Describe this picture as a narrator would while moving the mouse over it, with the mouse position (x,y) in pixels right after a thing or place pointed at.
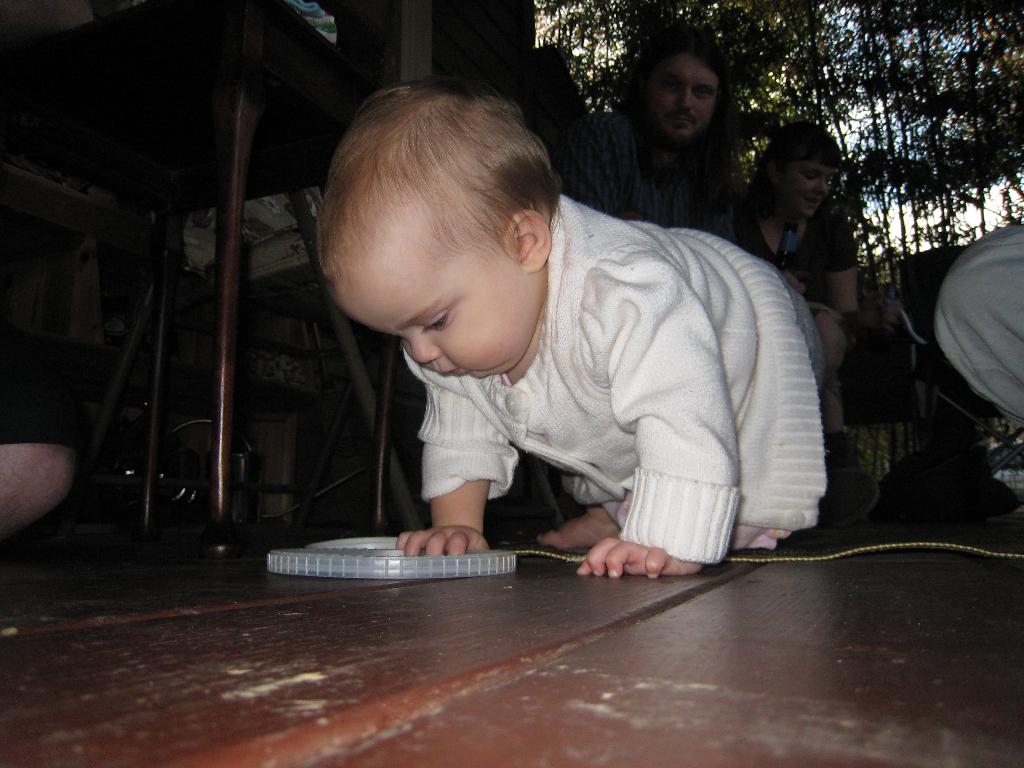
In the center of the image (556,334), we can see a baby (505,463) holding an object (424,566) and in the background (716,137), there is a man (728,170) and a lady (824,342) and we can see trees (878,246) and there are rods (222,380) and stands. At the bottom (419,682), there is a floor (437,640).
